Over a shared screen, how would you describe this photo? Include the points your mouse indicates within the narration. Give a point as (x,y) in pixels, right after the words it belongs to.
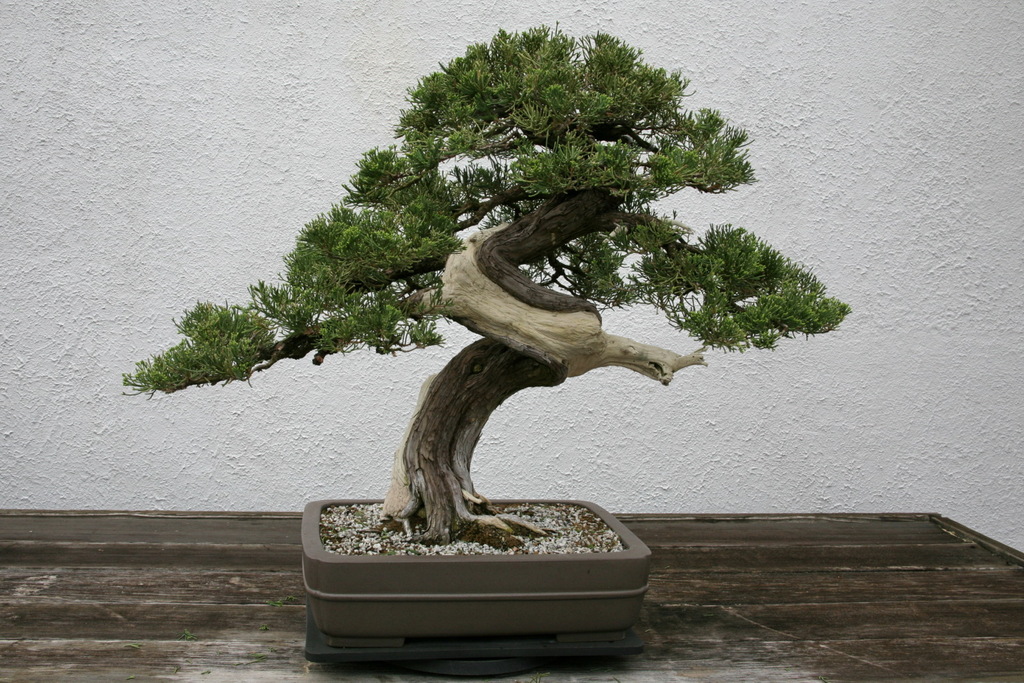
We can see tree (319,307). On the background (255,105) we can see wall (231,265).
